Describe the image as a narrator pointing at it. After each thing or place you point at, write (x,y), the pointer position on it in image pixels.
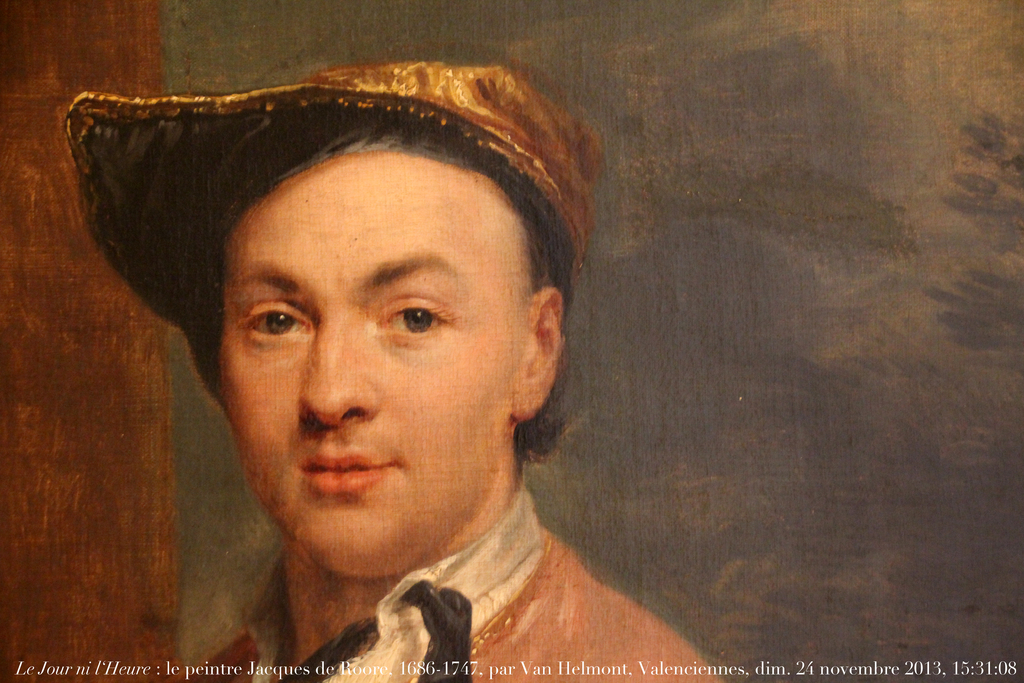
As we can see in the image there is a painting (423,365) of a person (364,219) wearing cap (328,90).
